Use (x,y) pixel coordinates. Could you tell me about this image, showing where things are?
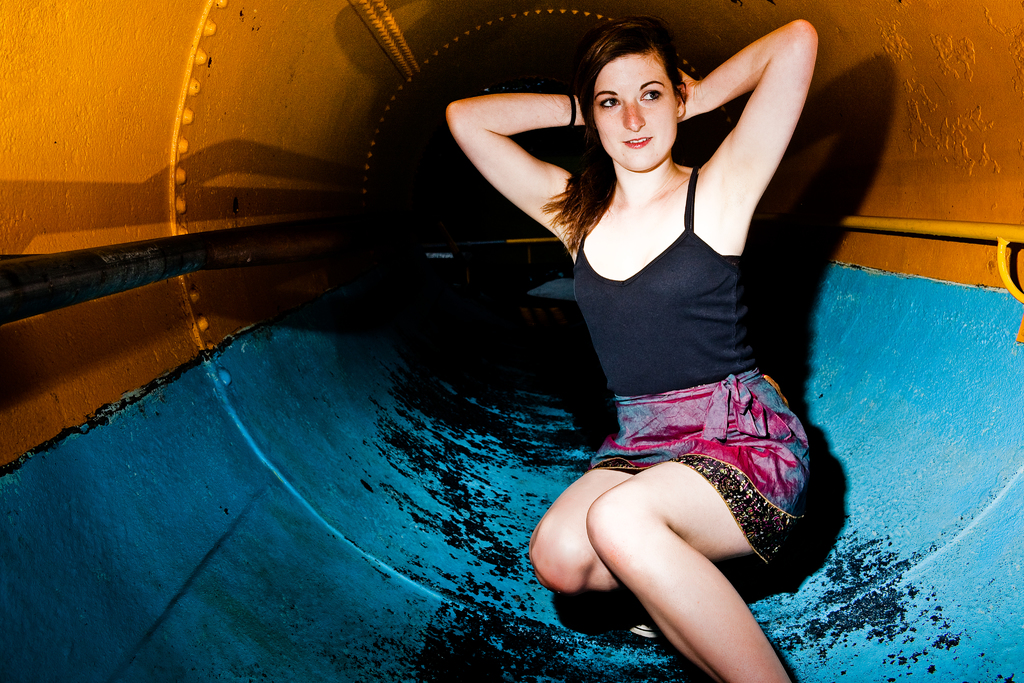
In the picture I can see a woman (714,481) is wearing a black color top (642,320) and a skirt (732,491). In the background (575,459) I can see a metal tunnel (322,207).
